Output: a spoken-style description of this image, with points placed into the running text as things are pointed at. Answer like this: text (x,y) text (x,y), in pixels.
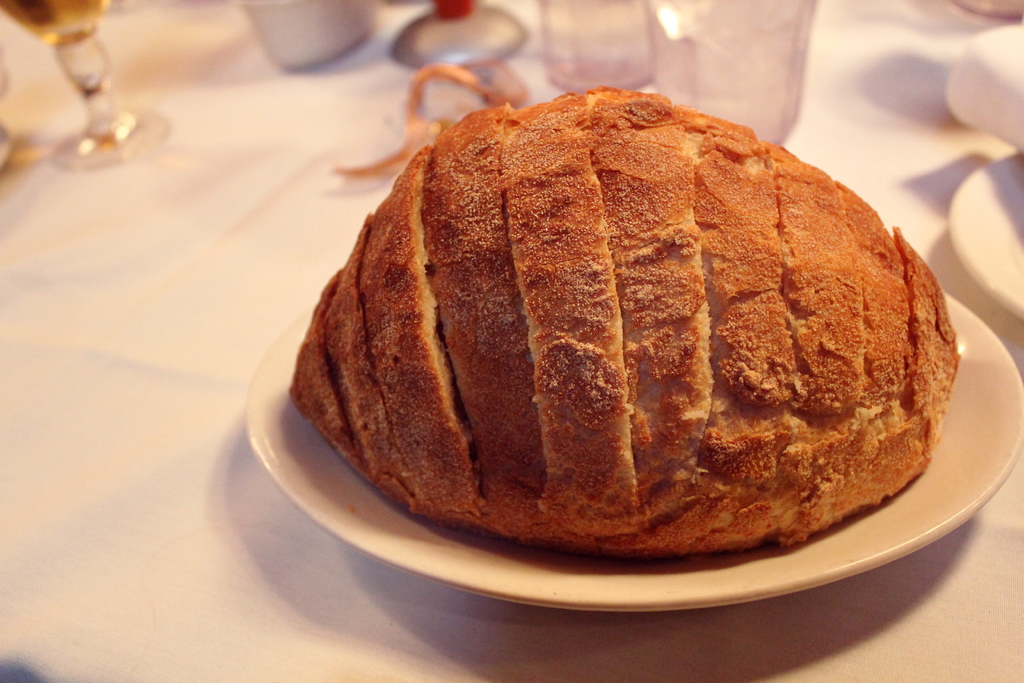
In the image we can see there is a food item (694,330) kept in a plate (477,551) and there are wine glasses (765,50) kept on the table (878,6).
